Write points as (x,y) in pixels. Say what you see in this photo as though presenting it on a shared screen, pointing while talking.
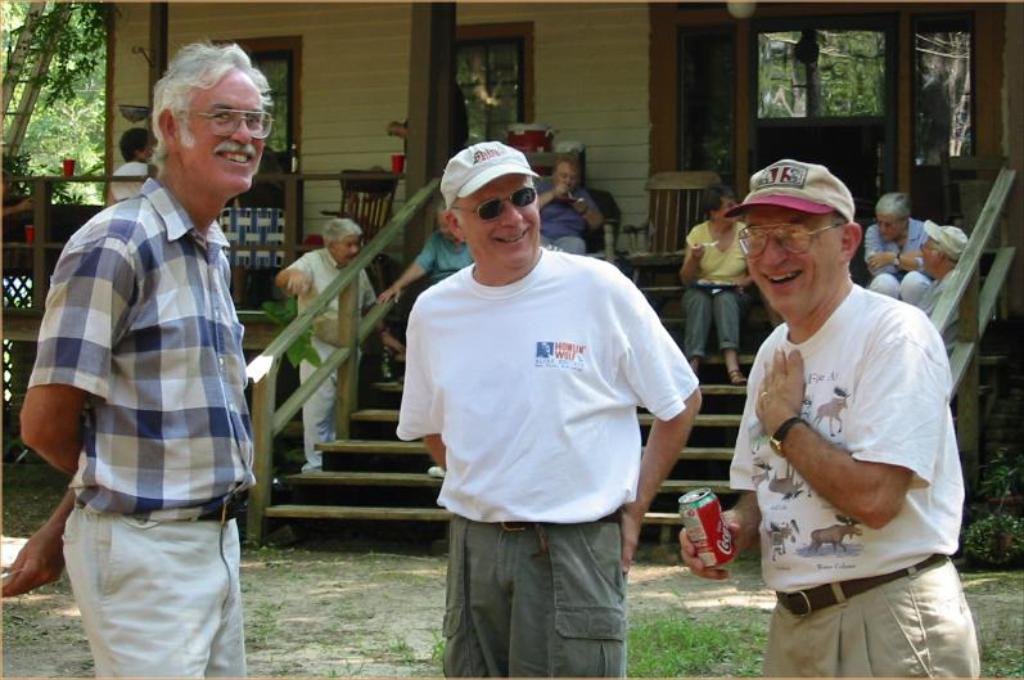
In this image we can see people (231,335) standing and some of them are sitting. The man (889,561) standing on the right (756,544) is holding a tin (716,542). In the background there is a shed (418,140), stairs (352,464), windows (497,132) and trees (67,139). There is a railing (263,414). At the bottom (671,644) there is grass (667,660).
